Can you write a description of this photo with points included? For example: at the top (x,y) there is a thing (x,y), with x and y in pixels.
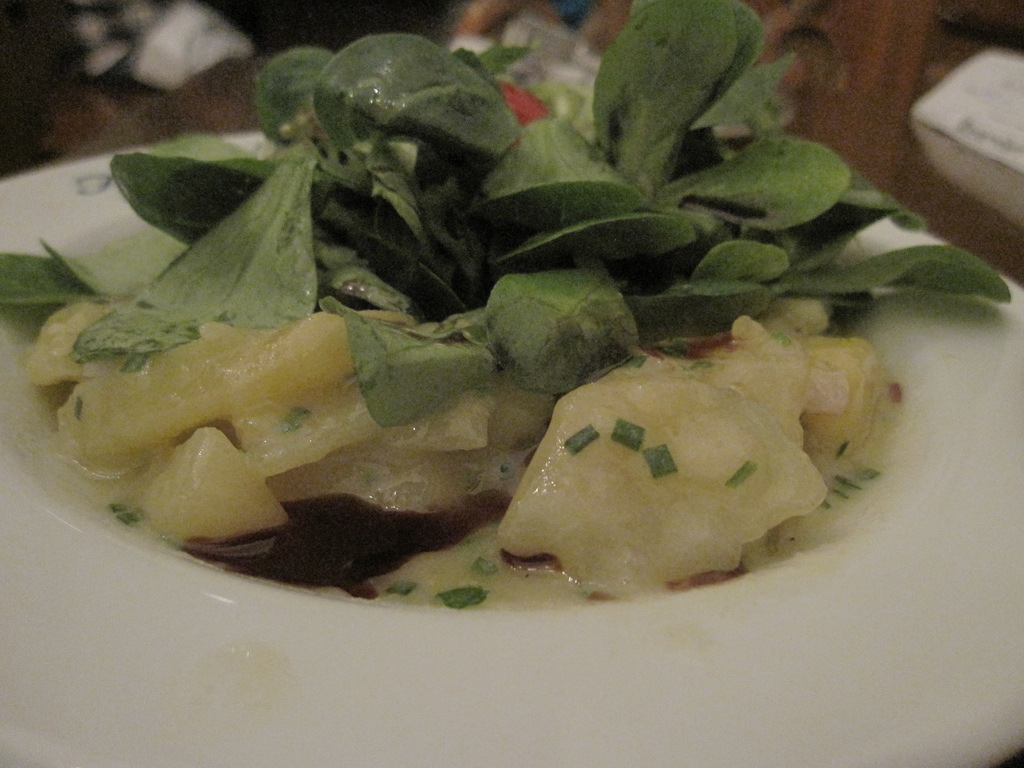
In the center of the image (550,448), we can see a food item (341,448) on the plate (515,644) and in the background (912,186), there is table (878,75).
